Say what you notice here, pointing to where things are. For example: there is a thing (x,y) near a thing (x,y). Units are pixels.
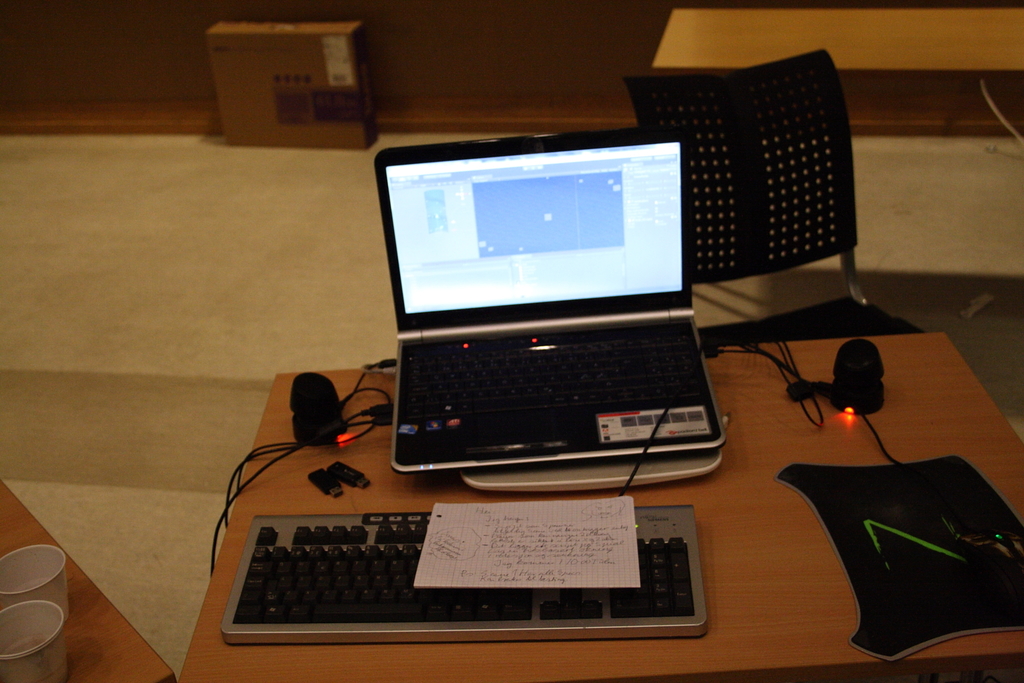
In the center of the image (380,430) there is a table (768,544). There is a laptop (475,417), keyboard (519,603), wires (277,445), paper (562,544), mouse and mouse pad (858,545) placed on the table (790,555). There is a chair (802,320). In the background (509,123) there is a box (362,136), bench (759,26) and wall (498,54).
